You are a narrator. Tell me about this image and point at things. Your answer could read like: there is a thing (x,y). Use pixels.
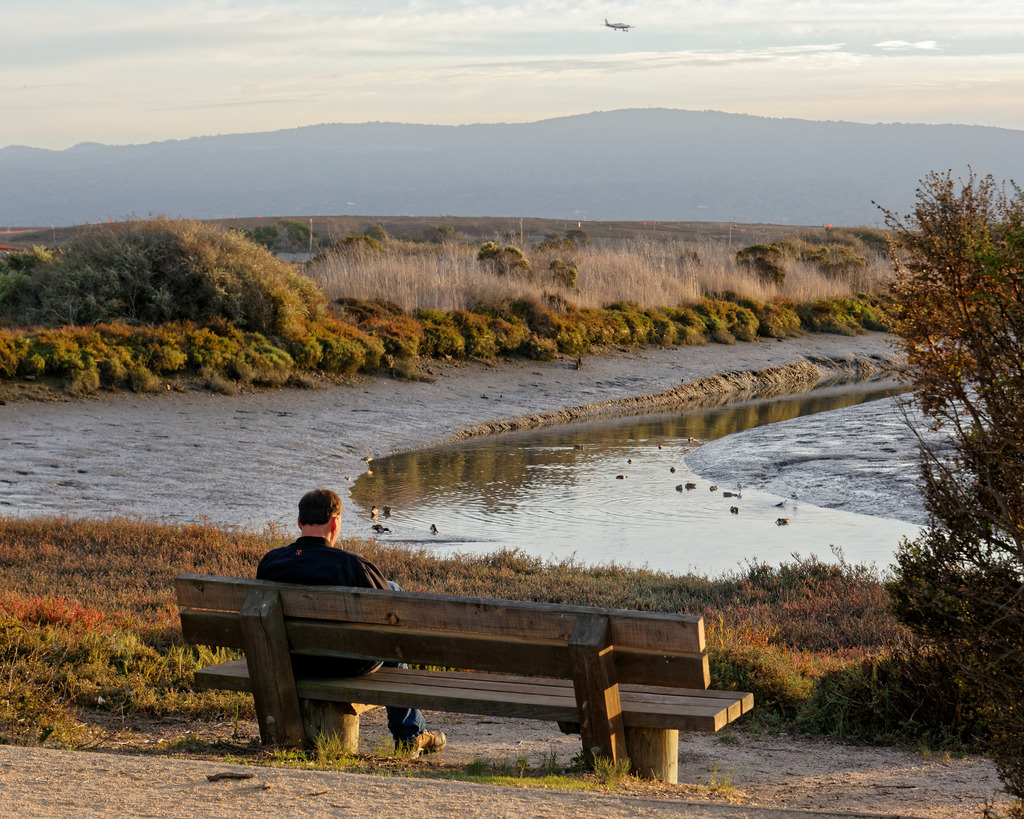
In this image we can see a person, wooden chair (441,640), grass (75,561), trees (951,630), water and other objects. In the background of the image (20,196) there are mountains (491,188). At the top of the image (295,90) there is the sky (337,58) and an airplane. At the bottom of the image (97,804) there is the ground (608,809).
